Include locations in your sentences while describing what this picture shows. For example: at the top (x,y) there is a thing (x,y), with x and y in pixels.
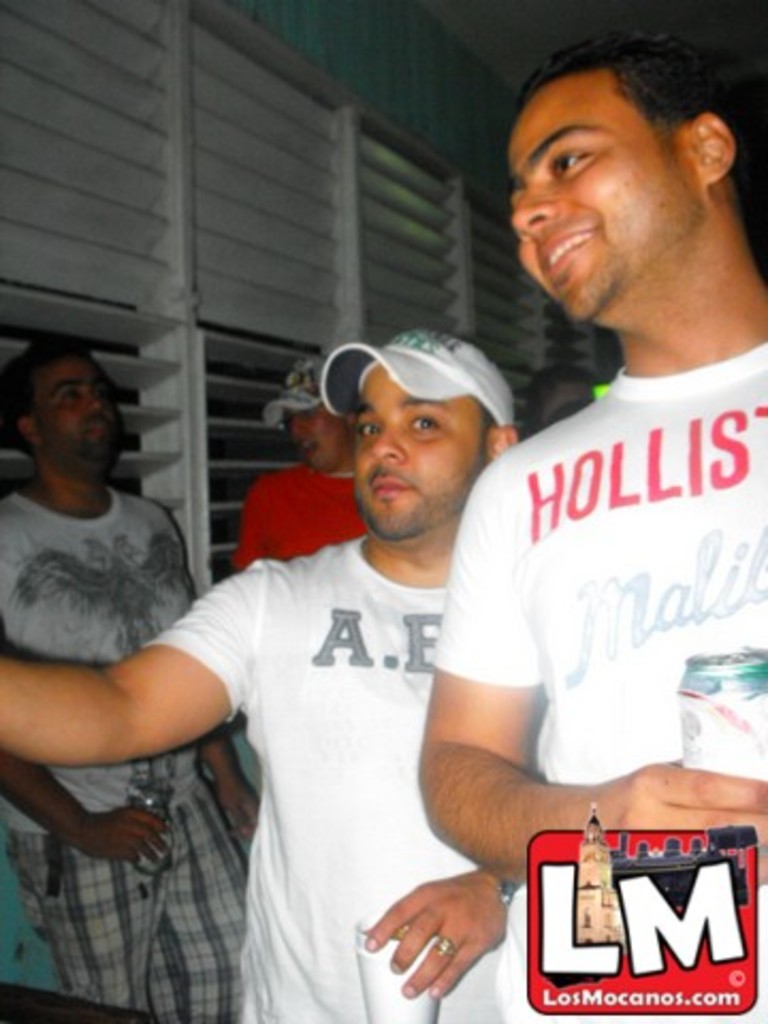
In this image, we can see some people (282,611) standing and we can see the windows (198,538).
